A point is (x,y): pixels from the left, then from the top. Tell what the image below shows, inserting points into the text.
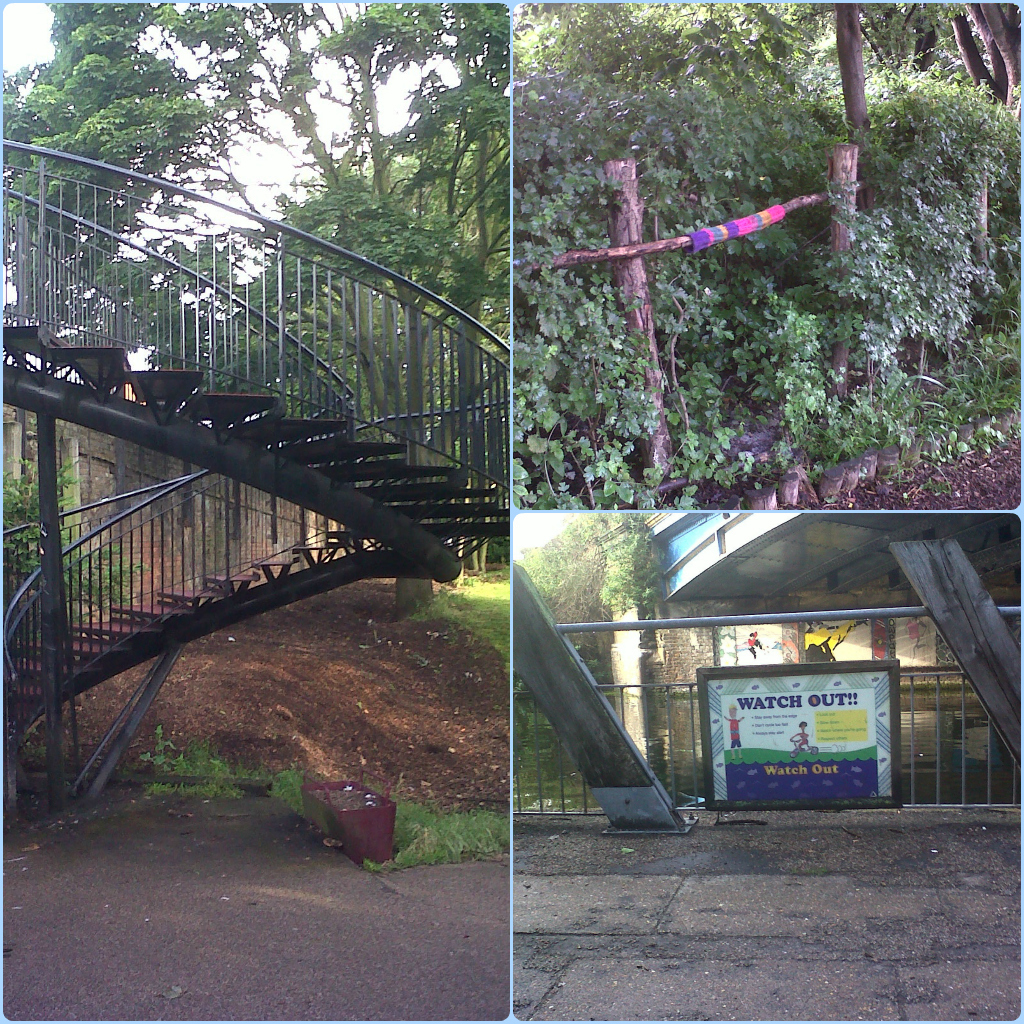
There is a collage image of three different pictures. In the first picture, we can see stairs (243,375) in front of trees (433,248). In the second picture, we can see some plants (740,363). In the third picture, we can see a board (838,755).
